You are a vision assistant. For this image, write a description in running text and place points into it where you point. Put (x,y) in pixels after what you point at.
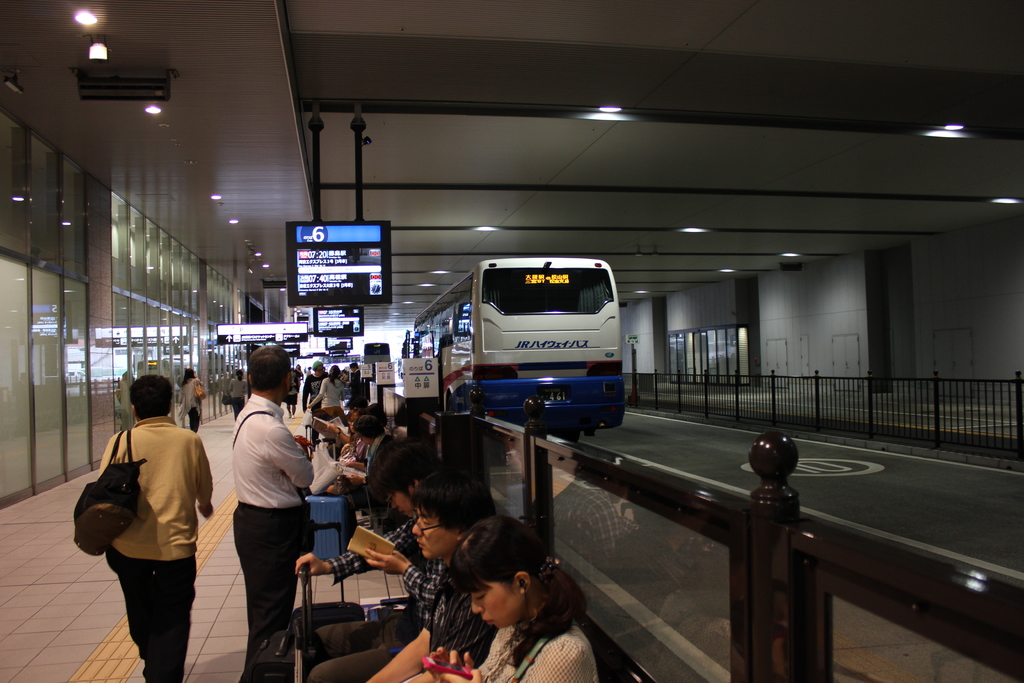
In this image I can see a road (633,416) and on it I can see few buses (519,354). I can also see few screens (358,333), a board (280,334) and number of lights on ceiling (276,90). I can also see number of people (180,459) where few are standing and few are sitting. On these buses (486,332), boards (378,374) and on these screens (334,307) I can see something is written.
